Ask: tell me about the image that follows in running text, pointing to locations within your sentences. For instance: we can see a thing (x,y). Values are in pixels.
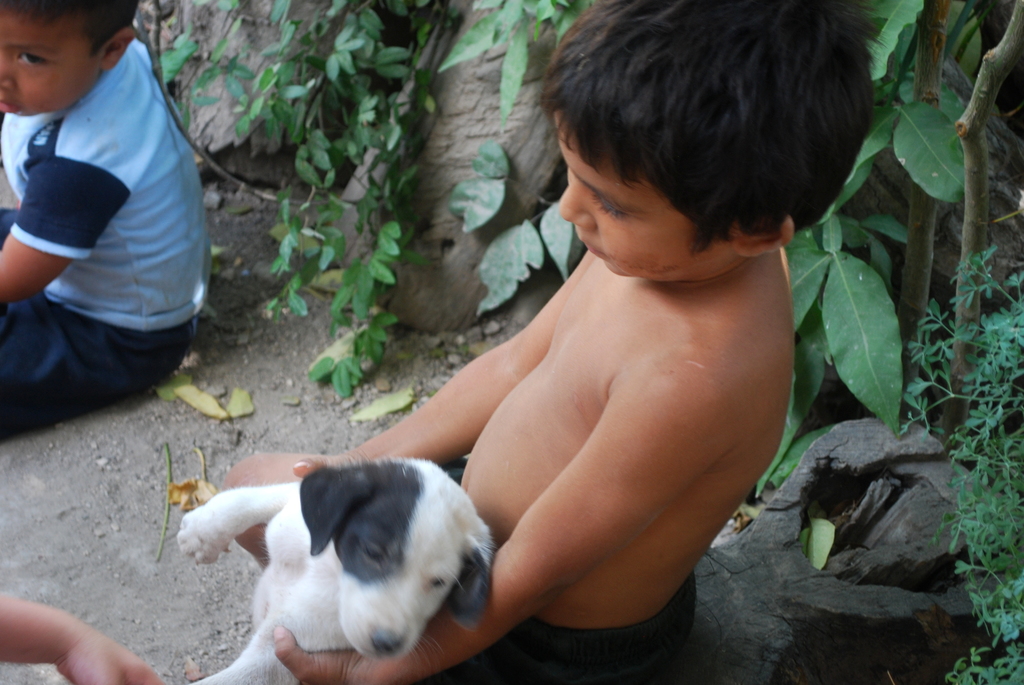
In this picture we can see a boy (784,45) who is holding a dog (294,636) with his hands (347,663). And this is plant (317,157).
